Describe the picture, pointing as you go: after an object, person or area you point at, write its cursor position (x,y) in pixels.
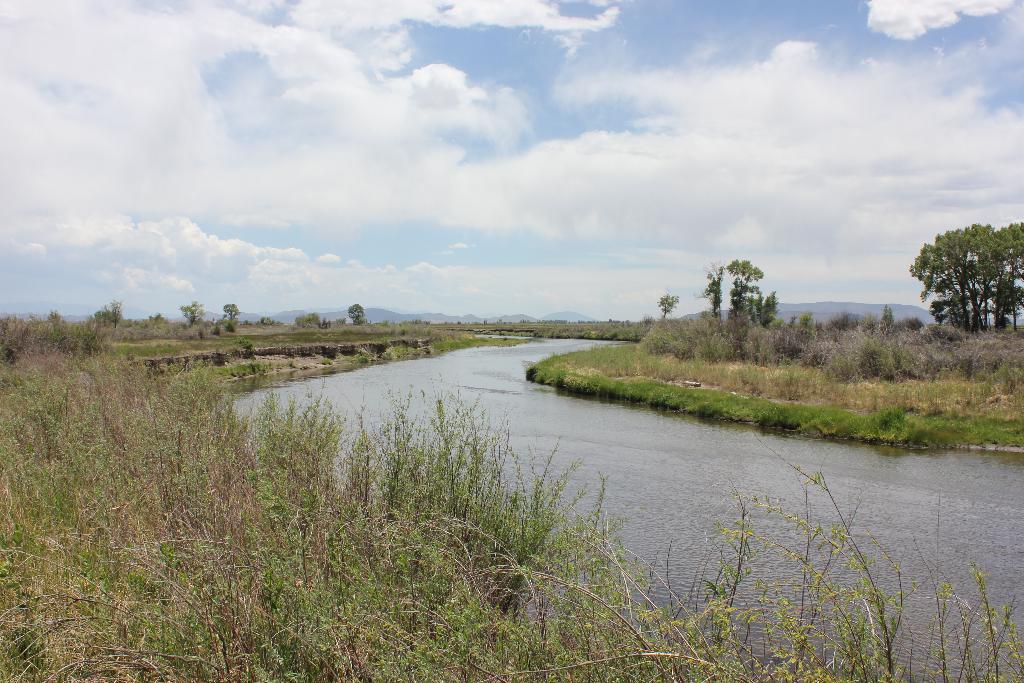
This is an outside view. In the middle of the image (572,438) there is a river (486,419). On both sides of the river (510,432) there are many plants (484,441) and trees (742,309). At the top of the image (542,93) I can see the sky (322,108) and clouds (204,173).
